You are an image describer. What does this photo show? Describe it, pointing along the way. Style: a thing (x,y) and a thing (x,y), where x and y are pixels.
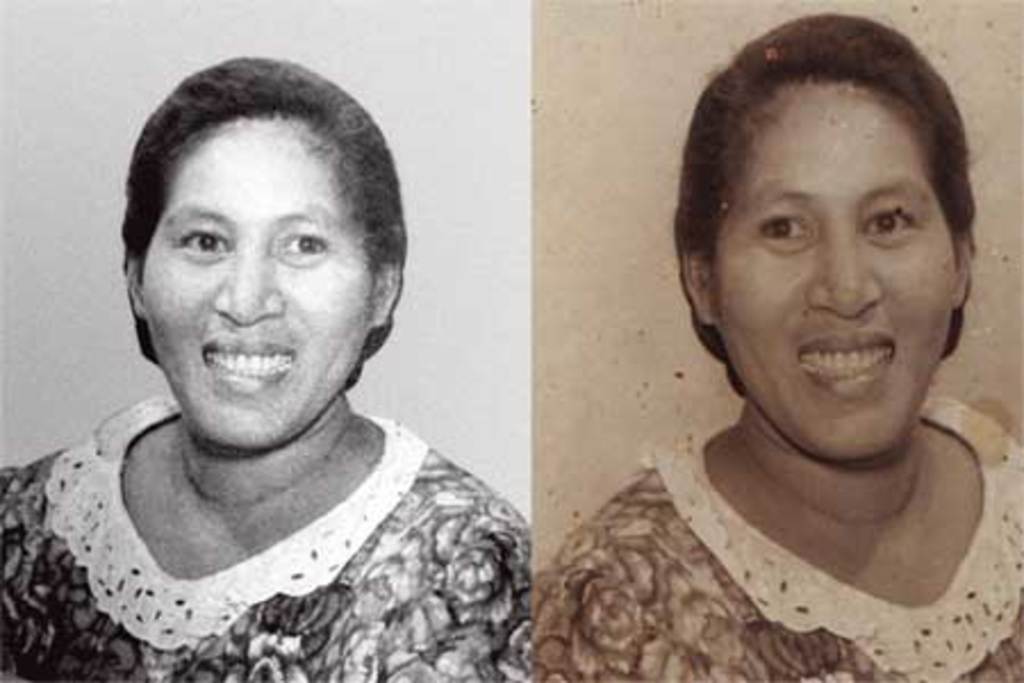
In the picture I can see collage image of a woman (335,253), one is black and white image and another one is shaded image.
